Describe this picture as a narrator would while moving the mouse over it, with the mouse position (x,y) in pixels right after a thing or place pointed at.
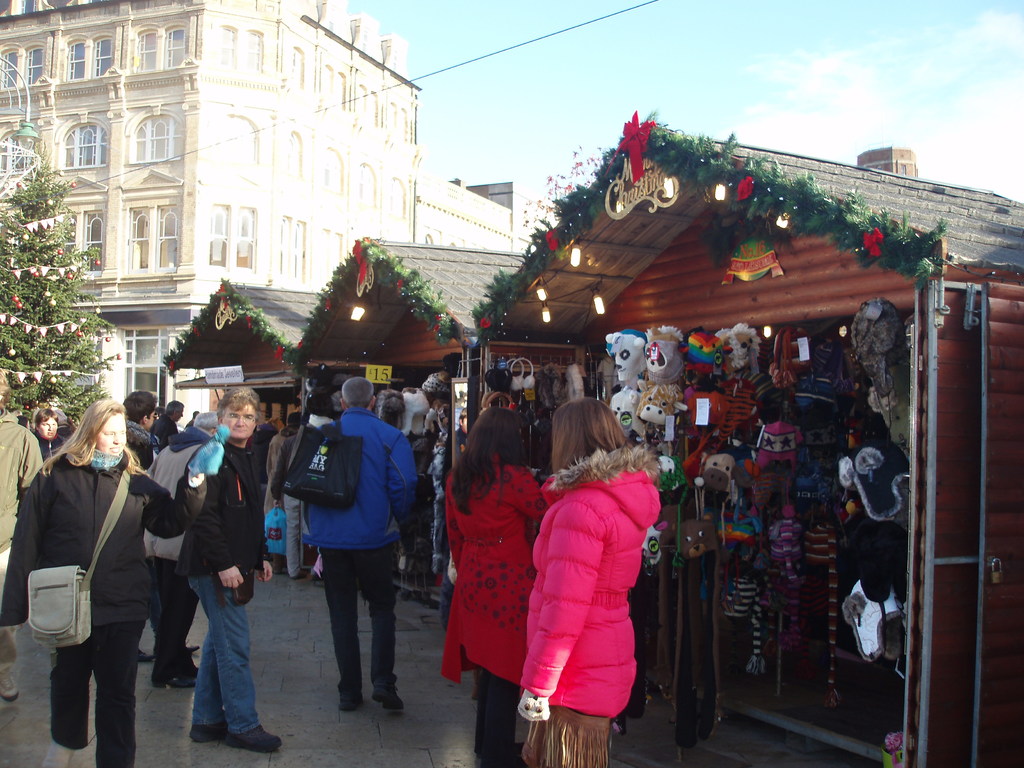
In this image, there are a few people (607,552), buildings (395,236). We can see some stores (395,354) with some objects (786,446) like toys (670,375). We can see the ground (409,729) and a Christmas tree (91,359) on the left (72,283). We can see a wire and the sky (615,78) with clouds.
